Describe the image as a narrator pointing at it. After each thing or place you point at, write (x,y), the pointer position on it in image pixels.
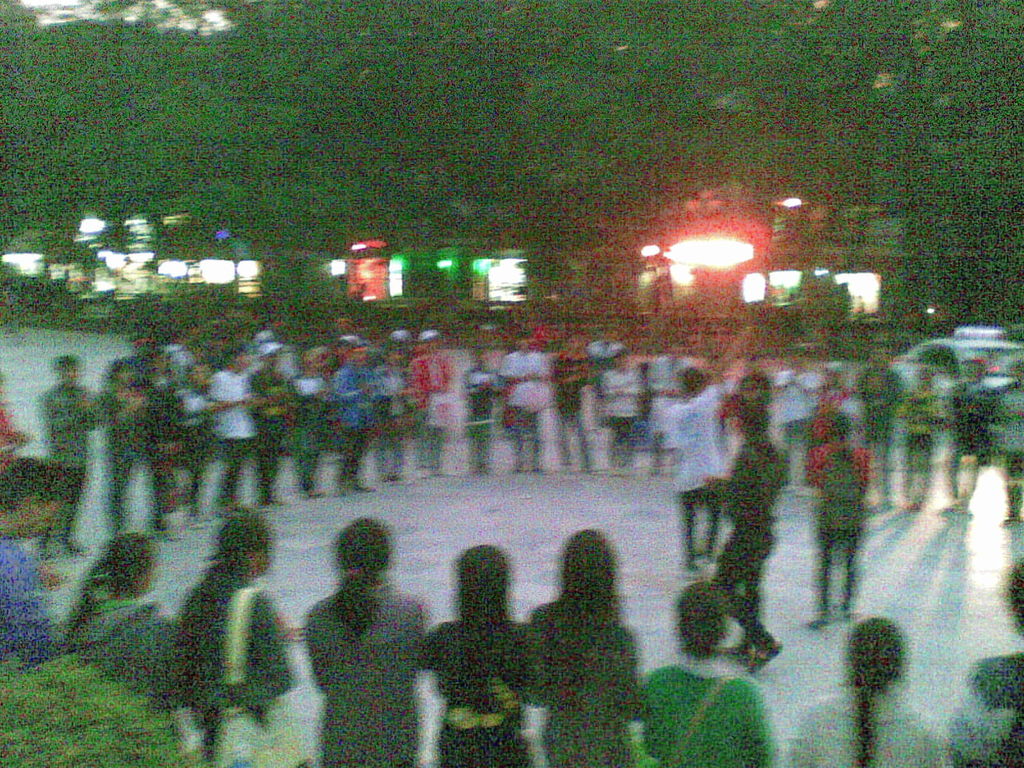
In this image we can see a few people (488,409) on the road (281,573), there we can see few trees (611,243), plants (822,311) and windows (514,262).
